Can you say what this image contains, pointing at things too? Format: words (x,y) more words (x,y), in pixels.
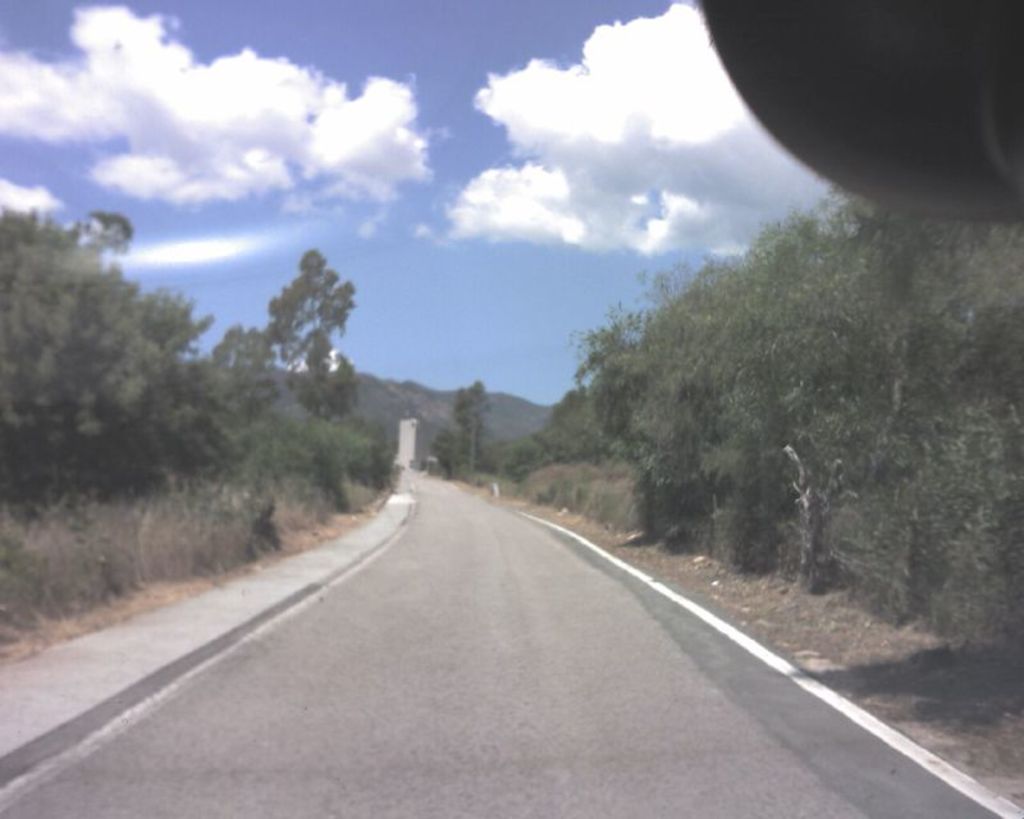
There is a road (405,613). On the sides of the road (390,614) there are trees (751,400). In the background (557,249) there is sky (470,162) with clouds (530,151).
